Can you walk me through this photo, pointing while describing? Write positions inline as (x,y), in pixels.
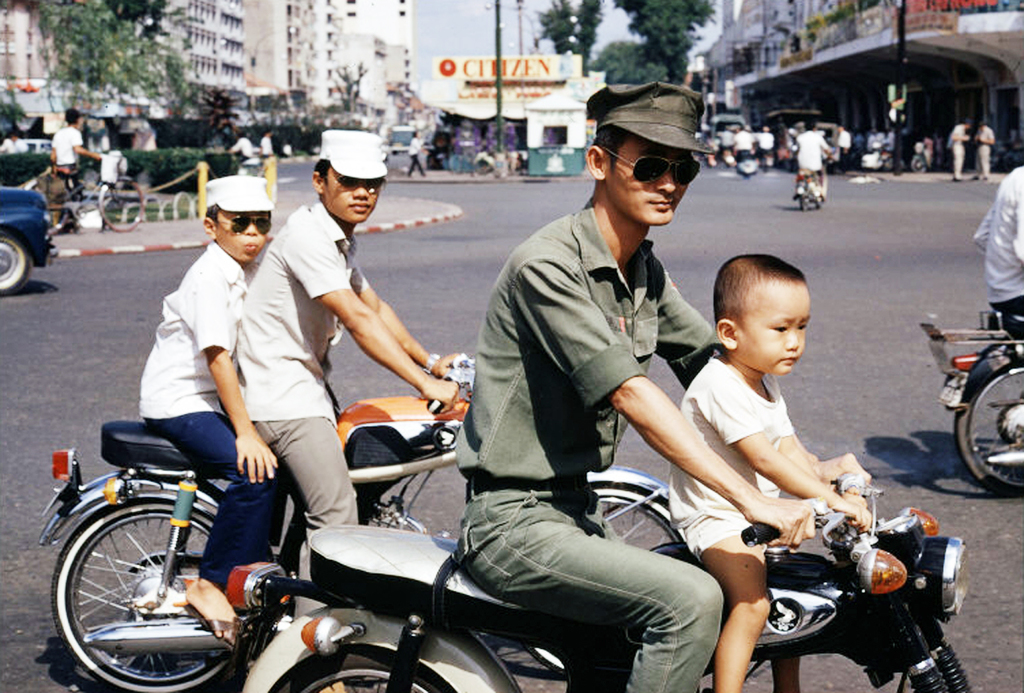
There are group of persons (584,544) riding motorcycles (440,400) and at the background of the image (423,167) there is a building (824,75) and trees (357,83) and group of people (817,132).
